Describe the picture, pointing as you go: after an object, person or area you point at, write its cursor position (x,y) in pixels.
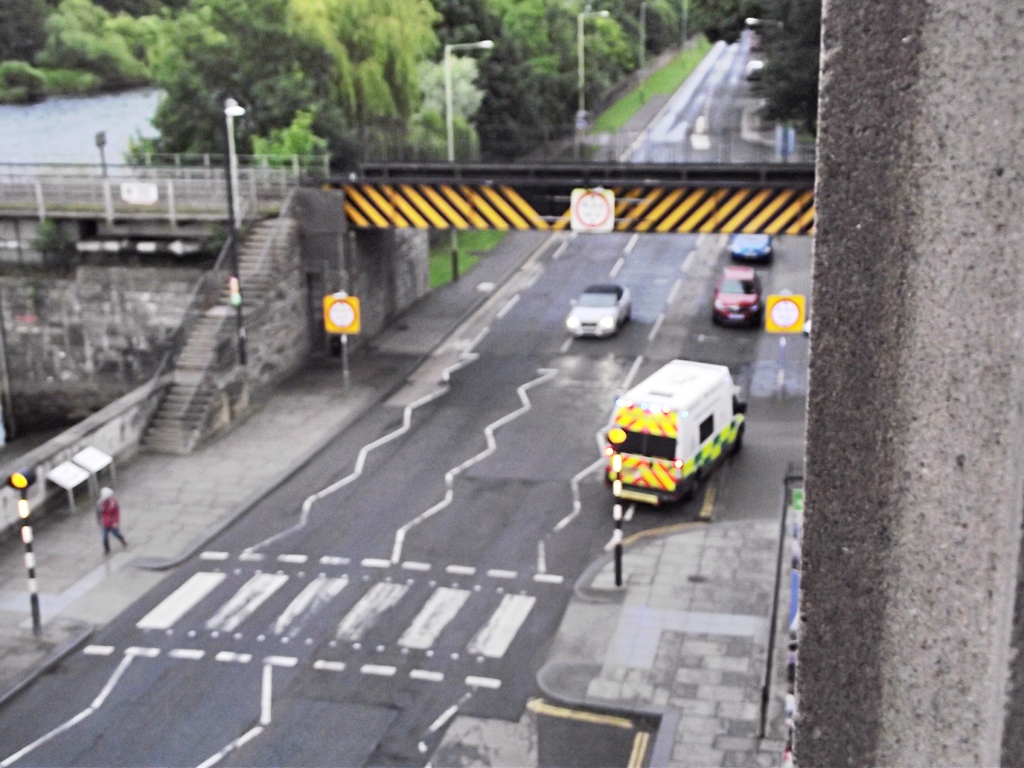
In this picture I can see vehicles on the road (587,382), there are boards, poles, lights (600,13), there is a person (105,521) standing, there is a bridge (98,176), there is water (113,103), and in the background (442,62) there are trees (571,62).
